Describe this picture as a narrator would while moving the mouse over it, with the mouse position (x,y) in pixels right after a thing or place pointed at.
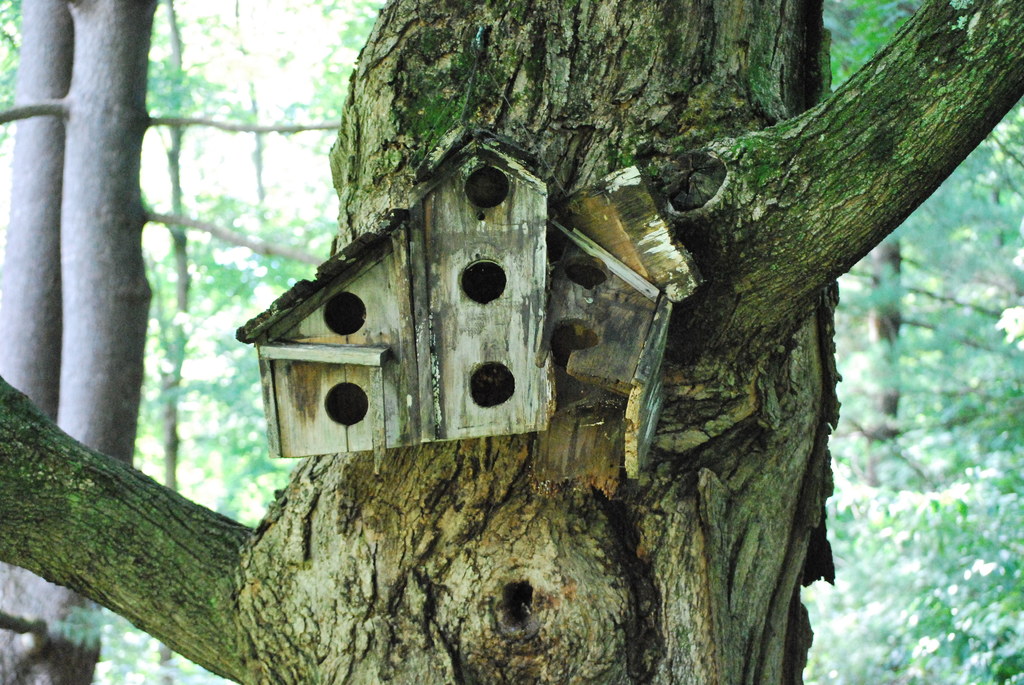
In this picture we can see a bird house (449,283) on the tree trunk (450,92). Behind the tree trunk (495,107) there are trees (185,371).
